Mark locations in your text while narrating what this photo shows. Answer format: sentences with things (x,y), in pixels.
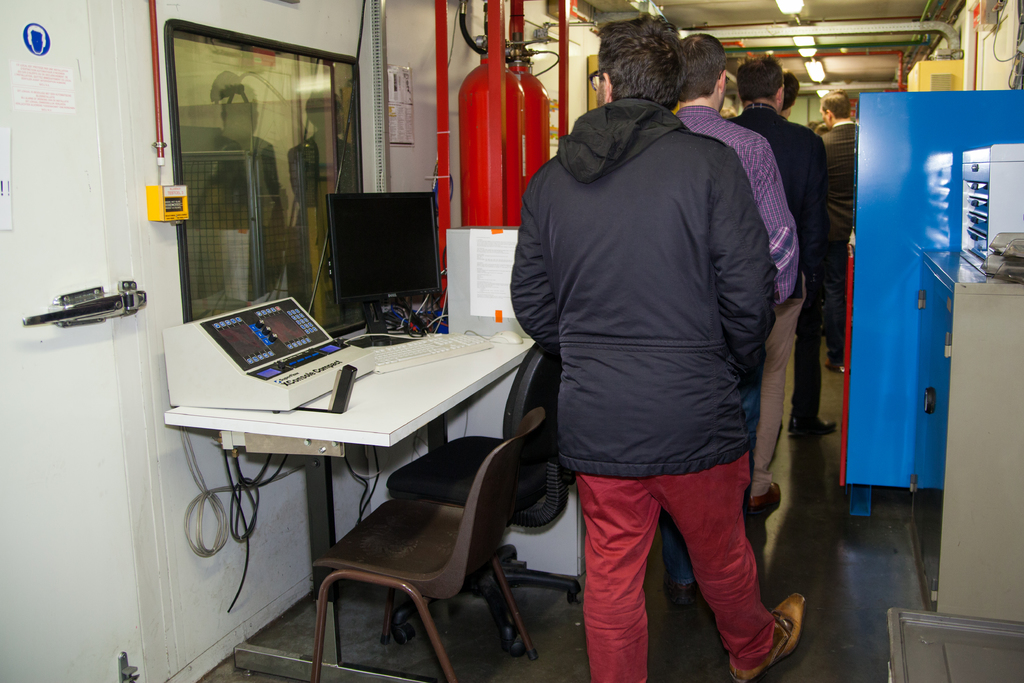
In this picture there are few people (761,172) standing in a row. To the left side (28,368) there is a door (75,317) and a table (380,397) with monitor (380,244), keyboard (429,351) and one instrument (244,369) on it. There are two chairs (459,482). We can also see red color cylinder (508,106) on the top (508,115). There are lights (812,70) on the top corner (791,7). And to the right side (909,193) there is a cupboard (978,402) and blue color fridge (869,261).
